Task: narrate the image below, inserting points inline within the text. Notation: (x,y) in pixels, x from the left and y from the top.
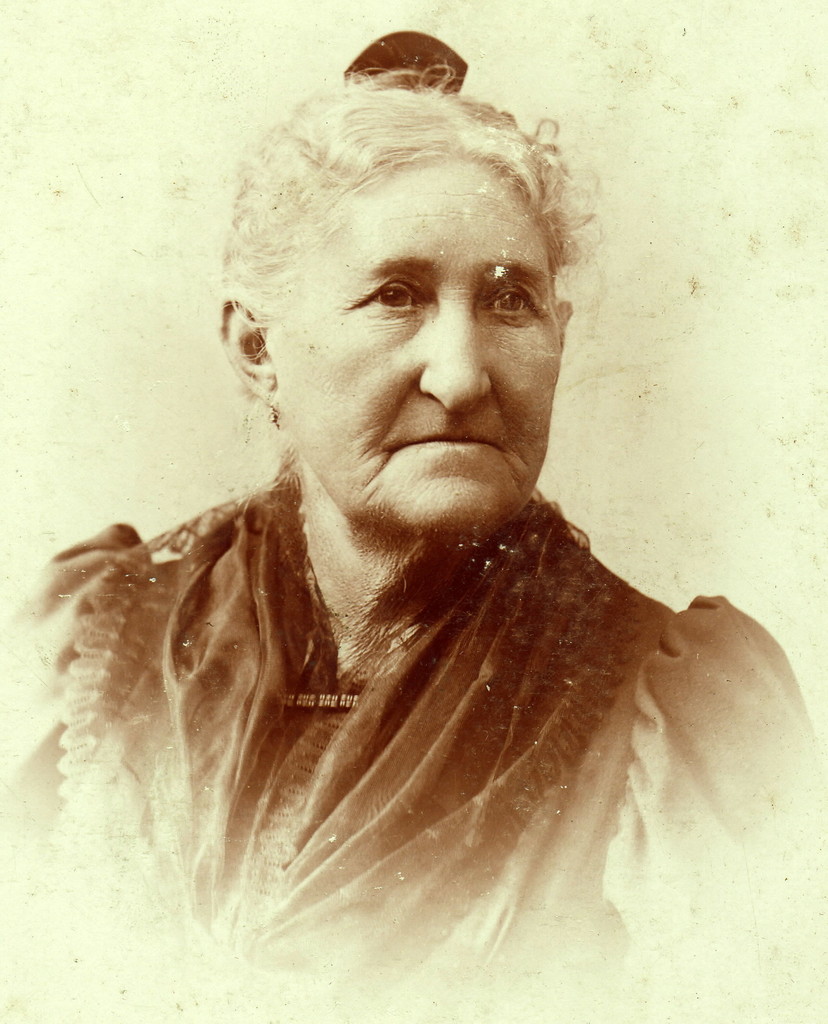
In this image we can see the black and white photograph of a woman (380,694).
